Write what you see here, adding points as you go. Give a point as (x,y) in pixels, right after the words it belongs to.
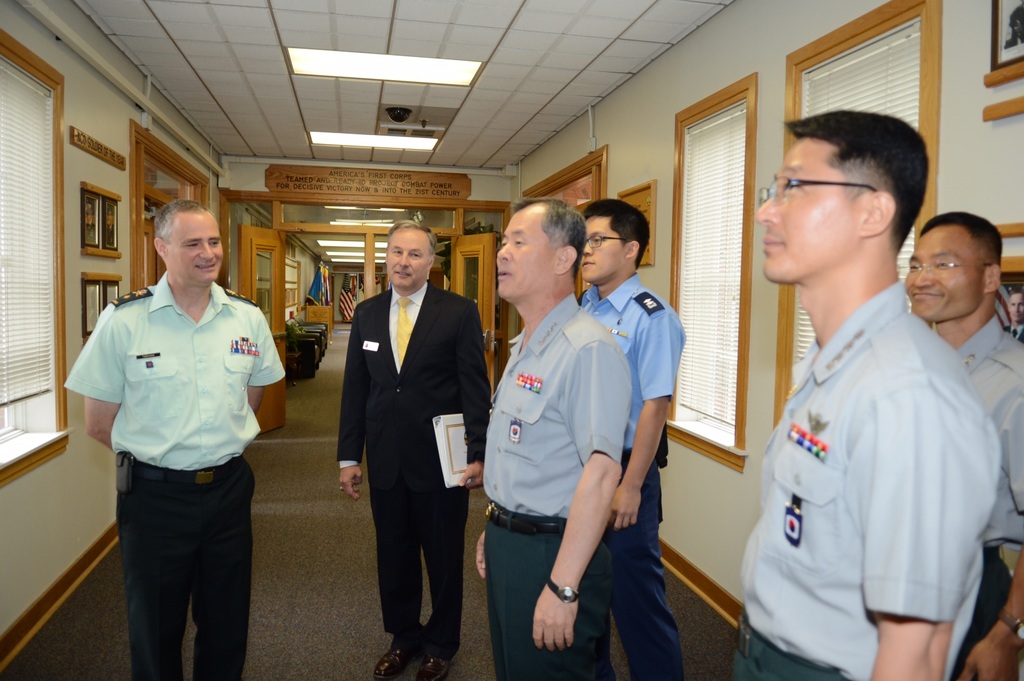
In this image there are few people (583,411) in which one of them in suit (395,383) is holding a file (452,470) and the rest of them are in the uniform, there are a few frames (110,249) attached to the wall (79,180), few windows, a door (275,302), few flags (343,291) and the ceiling (322,253).
